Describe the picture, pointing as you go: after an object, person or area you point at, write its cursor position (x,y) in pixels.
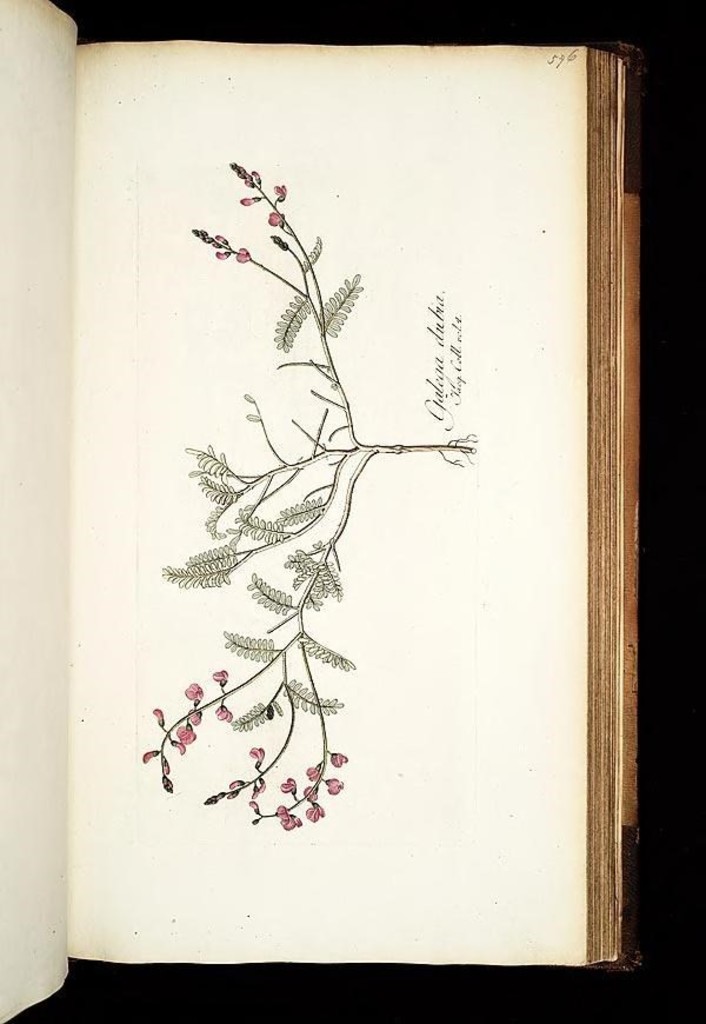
This is the picture of a book (635,403). In this image there is a painting (246,721) of a plant (362,451) in the book (421,475) and there are pink color flowers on the plant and there is a text (459,359).
